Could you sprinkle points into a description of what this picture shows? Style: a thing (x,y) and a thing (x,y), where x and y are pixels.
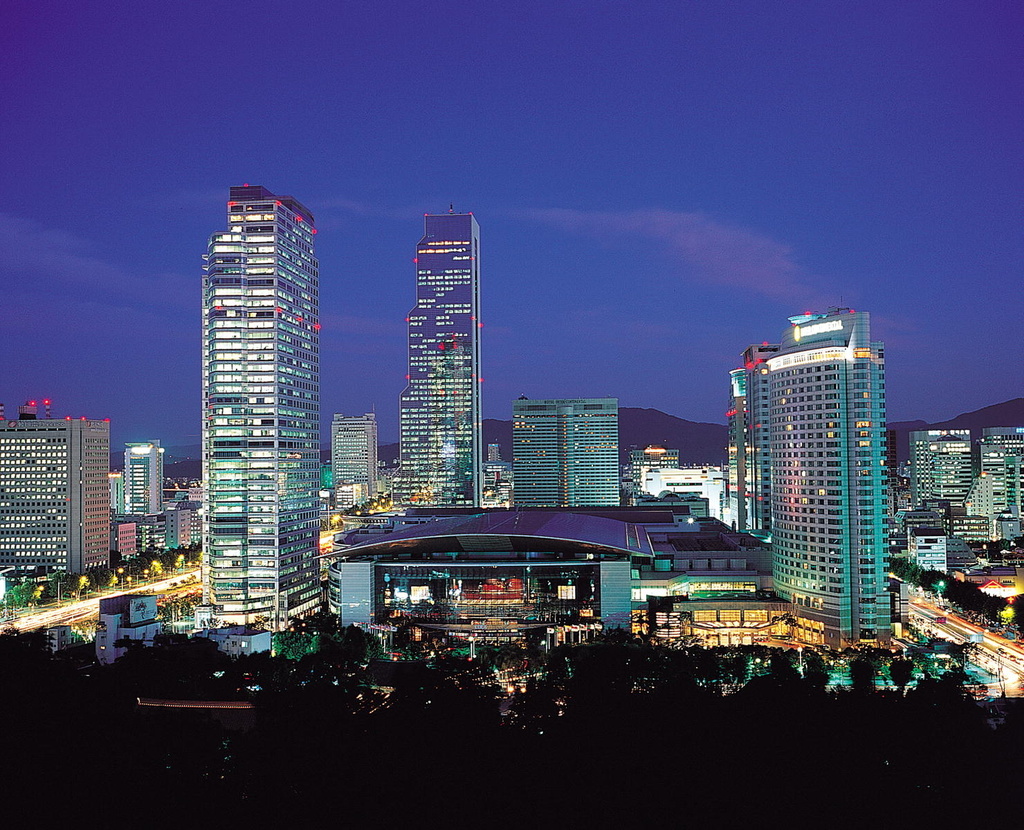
In this image, we can see buildings (534,474), trees (904,569), lights (871,643), poles (999,661) and vehicles (970,635) on the road (984,636) and there are hills (624,417). At the top (565,114), there is sky (559,112).
